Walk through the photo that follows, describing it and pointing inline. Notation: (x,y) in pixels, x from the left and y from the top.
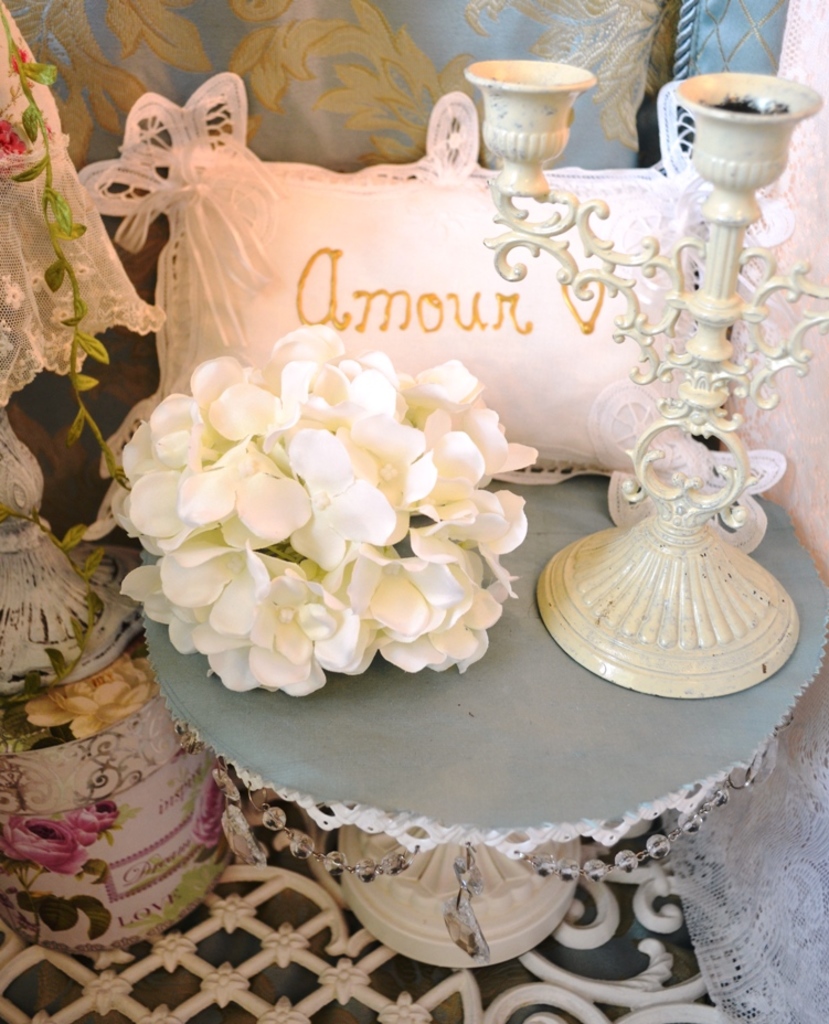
In the image we can see there are flowers (431,504), candle stand (709,538) and there is a pillow (235,295) kept on the table (604,695). There is a table lamp (16,206) kept on the box (119,808) and there are designs (262,956) on the floor (262,956). Behind there is a curtain (278,53).
